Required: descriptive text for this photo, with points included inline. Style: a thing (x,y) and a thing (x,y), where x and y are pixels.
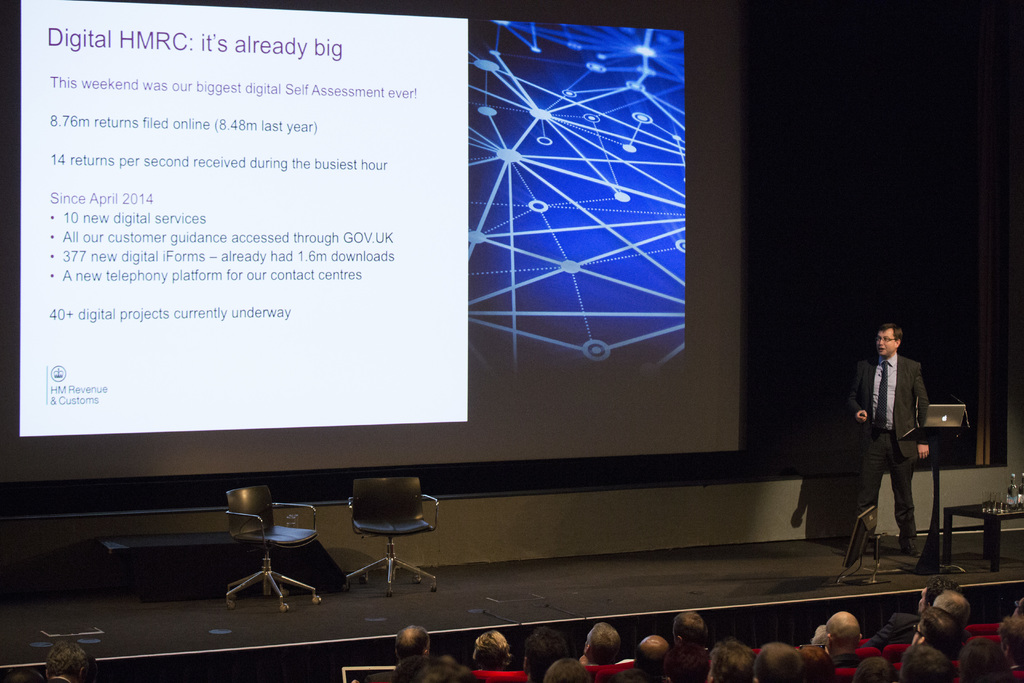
I can see a man (873,501) standing on the stage (830,540). These are the two empty chairs (366,525). This is the screen (512,222) with a display (498,363) on it. There are group of people (603,664) sitting on the chairs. This looks like a podium (948,430) with a laptop (940,408) on it. This is a table (986,524) with few objects (997,506) and a monitor (849,547) is placed on the stage (796,587).
